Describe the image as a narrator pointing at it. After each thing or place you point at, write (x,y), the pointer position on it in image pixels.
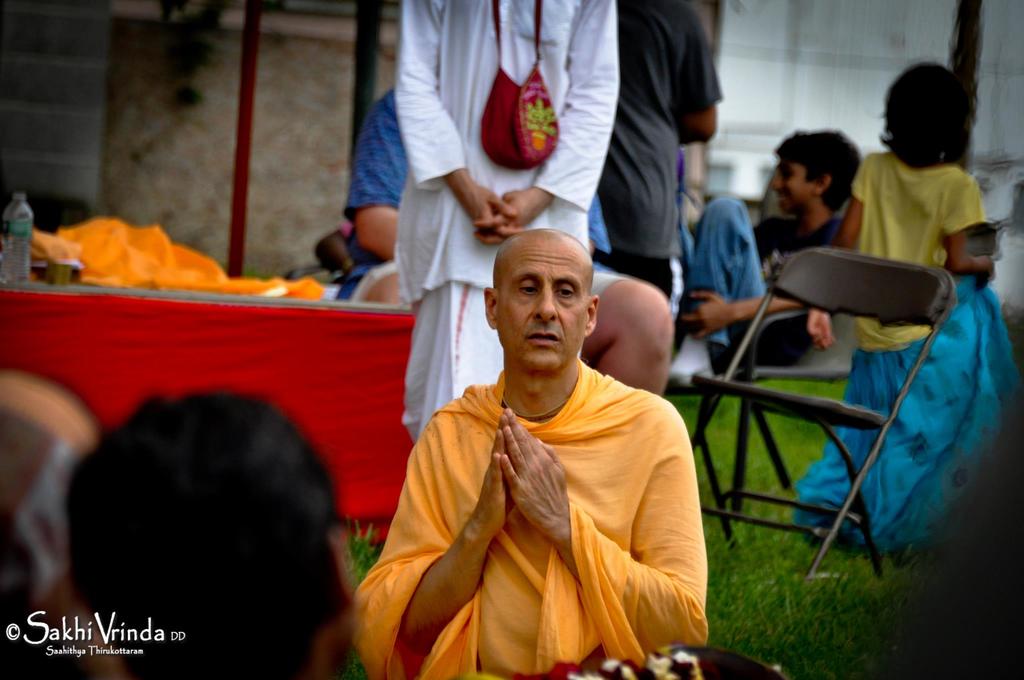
There are some persons (426,521) sitting at the bottom of this image (511,581) and there is a group of persons (595,172) in the middle of this image (597,234). There are some chairs (839,318) on the right side of this image (779,399) and there is a wall (730,99) in the background (341,106). There is a bottle (20,250) and some clothes (137,265) are kept on a table (194,359) on the left side of this image (226,319).
